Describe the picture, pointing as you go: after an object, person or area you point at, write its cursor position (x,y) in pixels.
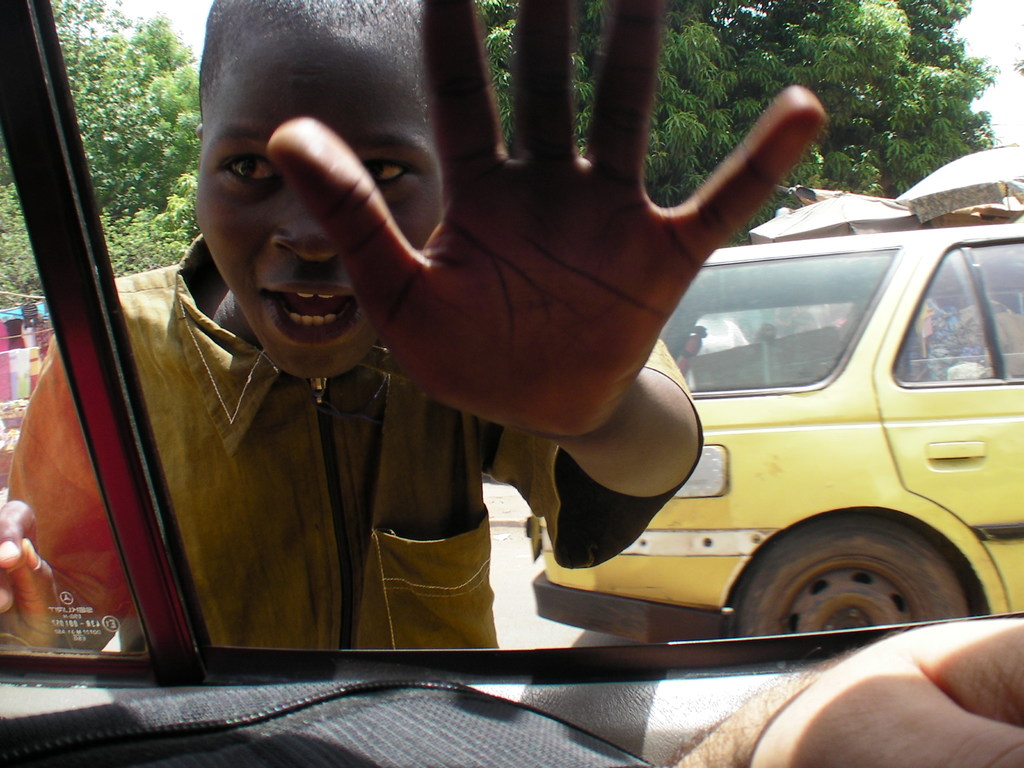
In this image we can see a person (316,517) placed his hand (472,347) to the mirror (359,571) of a vehicle (359,666). In the vehicle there is another person (888,731). On the right side of the image (883,424) there is a vehicle (800,531) on the road (527,546). In the background (716,149) there are trees (188,116).
